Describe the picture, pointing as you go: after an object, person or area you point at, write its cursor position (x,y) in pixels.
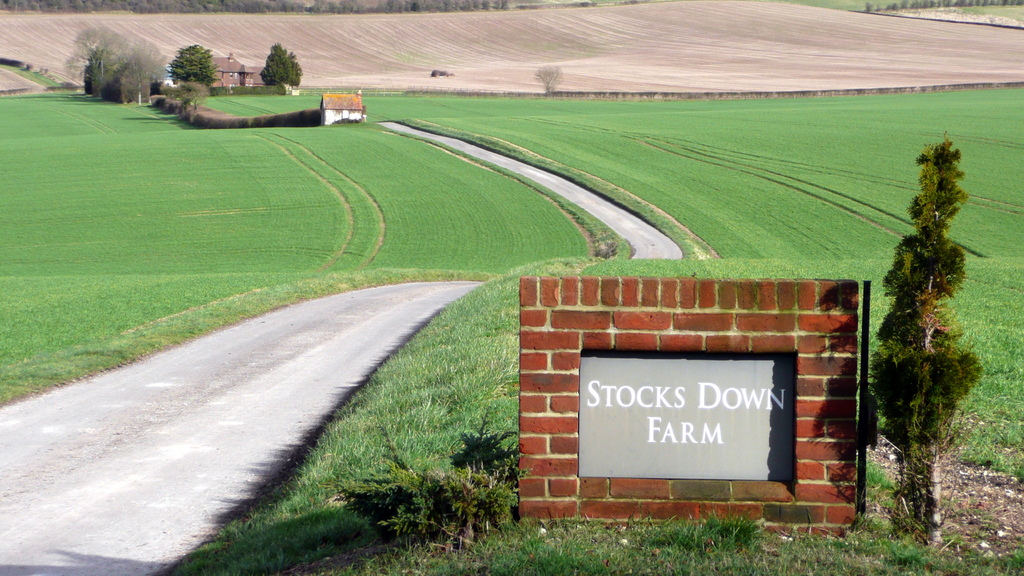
At bottom (545,469) we can see the brick wall (545,415) and stone (680,447). Beside that we can see road (116,497). In the center (377,269) we can see farmland (559,239). In the bottom right corner (815,561) we can see the grass (798,563). At the top left (121,74) we can see building (250,72), house (338,105), trees (127,57) and plants (149,97).
